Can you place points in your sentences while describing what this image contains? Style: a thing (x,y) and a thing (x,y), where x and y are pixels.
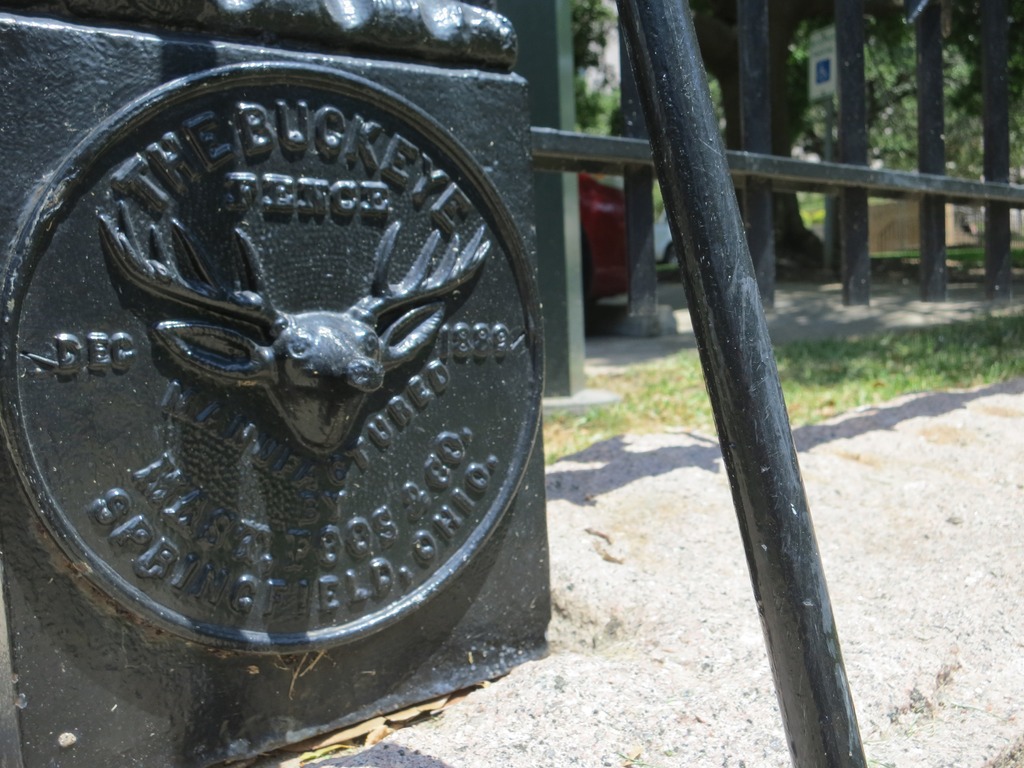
In the foreground (364,152) I can see a board (451,205), metal rods (857,136), grass (849,378), fence (860,256), vehicles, trees (588,128) and buildings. This image is taken may be during a sunny day.
